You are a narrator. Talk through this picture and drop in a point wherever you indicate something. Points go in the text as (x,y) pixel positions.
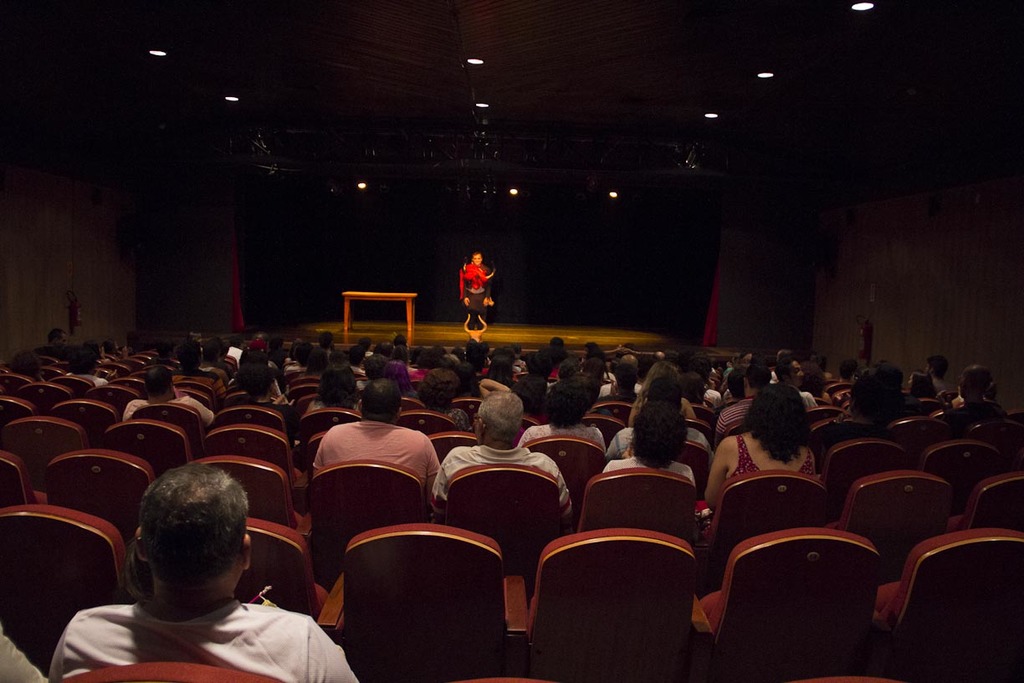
In this image there is a person (476,285) on the stage (367,328), there are many people (486,345) sitting in the chairs (519,505) in front of the stage (447,323), there are some lights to the roof (712,90) and a table (412,333) on the stage (436,334).
